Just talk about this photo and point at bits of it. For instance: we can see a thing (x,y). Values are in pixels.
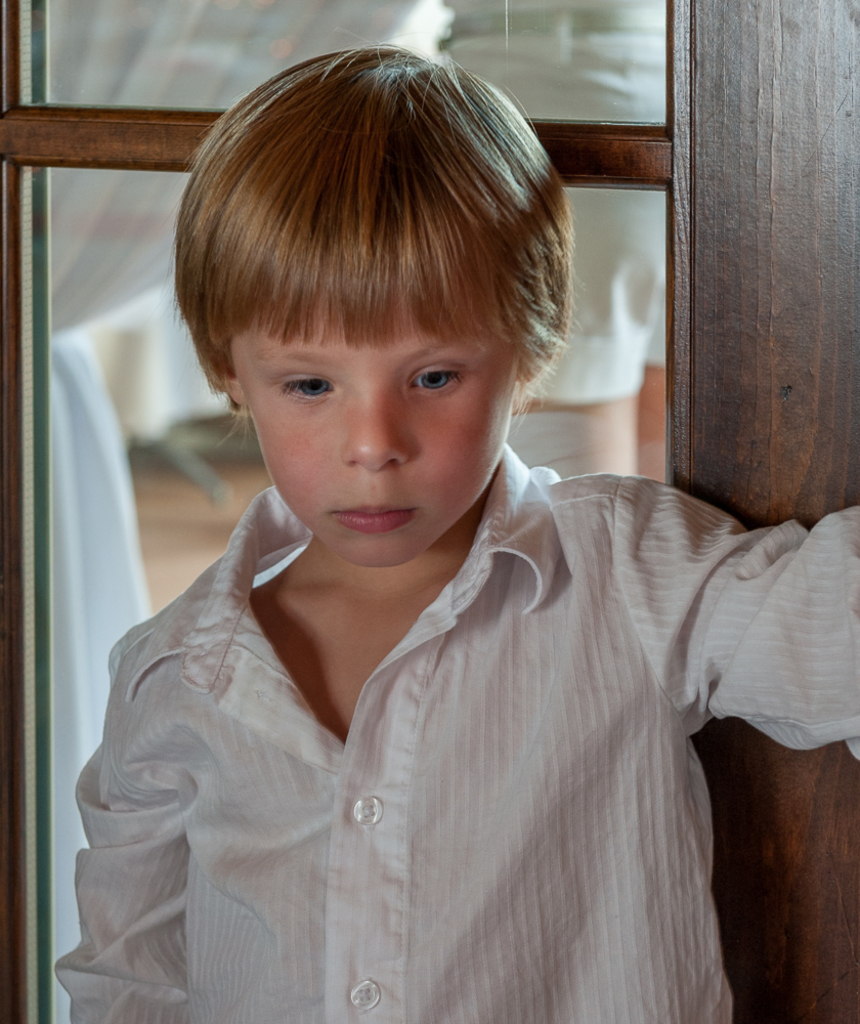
In this picture there is a kid (444,841) wearing white dress (430,853) and there is a glass window (542,69) behind him.
